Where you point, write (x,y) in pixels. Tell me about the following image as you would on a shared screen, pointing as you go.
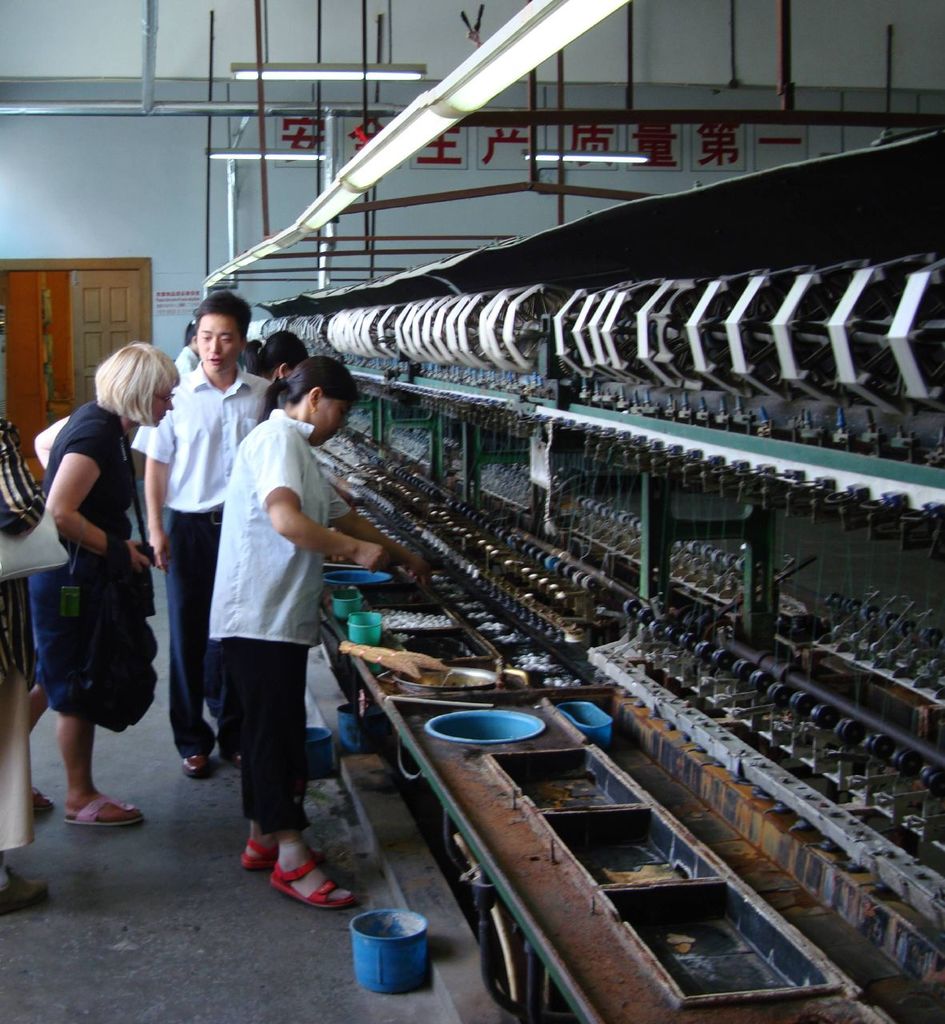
In the foreground (189,398) I can see a group of people (258,719) are standing on the floor (178,924) in front of a table (470,697) on which I can see bowls (493,674), boxes (539,788) and a machine (758,542). In the background (11,65) I can see a wall (26,59), rods (333,144), door (86,344). This image is taken may be in a factory outlet (466,803).
